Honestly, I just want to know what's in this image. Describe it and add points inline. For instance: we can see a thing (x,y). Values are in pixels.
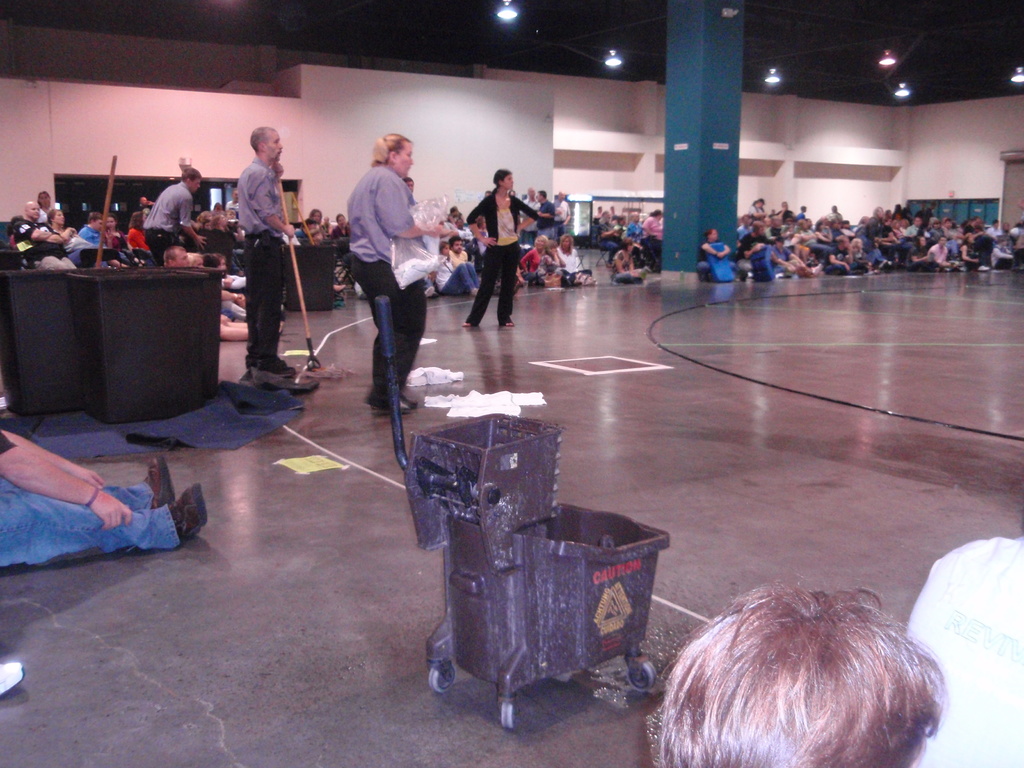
In this picture I can see a number of people (624,252) sitting on the surface (616,347). I can see a person (281,298) holding the stick (308,370) on the left side (288,374). I can see the pillar (676,194). I can see light arrangements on the roof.
